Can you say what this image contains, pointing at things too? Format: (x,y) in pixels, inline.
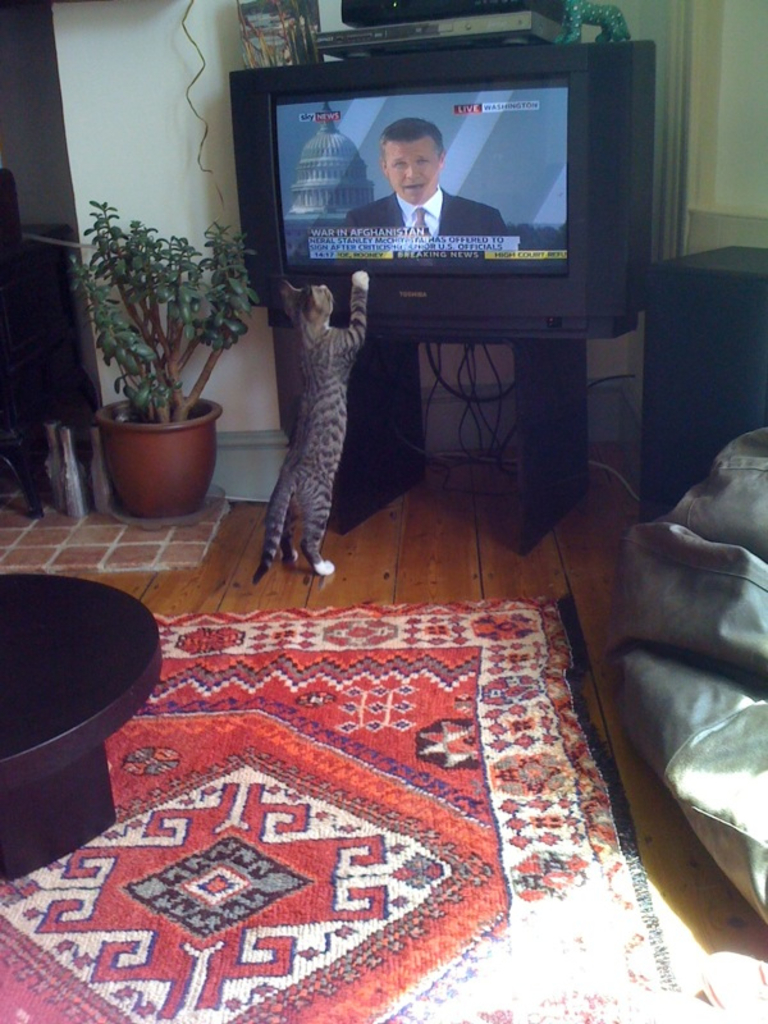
This picture is taken in a room (349,573). On the right side (704,656) there is a couch (734,655) on the center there is a t. v (459,239) on. In front of the t. v (434,193) there is a cat (323,368) seeing a television (408,222) on the left side (198,429) there is a houseplant (164,419) on the left side (126,667) center table (64,685) is black in colour and floor mat (386,881) is on the floor (677,899) In the background (120,94) there is a wall (126,84) and there is a D. V. D player (434,42) which is kept on the t. v (457,65) in the background (446,383) there are wires (474,383).
